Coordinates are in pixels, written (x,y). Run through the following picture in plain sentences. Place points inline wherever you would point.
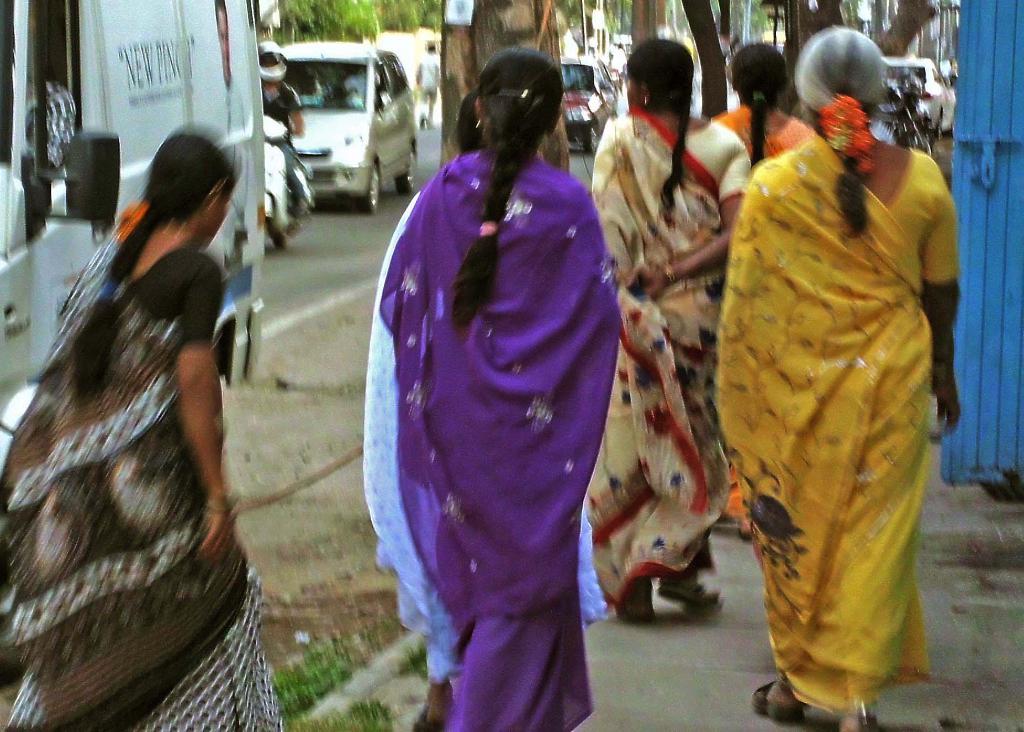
This picture is clicked outside. On the right (929,231) we can see the group of people (476,162) wearing sarees (518,438) and walking on the ground (338,632). On the left (317,148) we can see the vehicles (54,78) seems to be running on the ground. In the background (984,60) we can see the group of people (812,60), metal gate (984,83), trees (334,17) and some other items (583,46).
